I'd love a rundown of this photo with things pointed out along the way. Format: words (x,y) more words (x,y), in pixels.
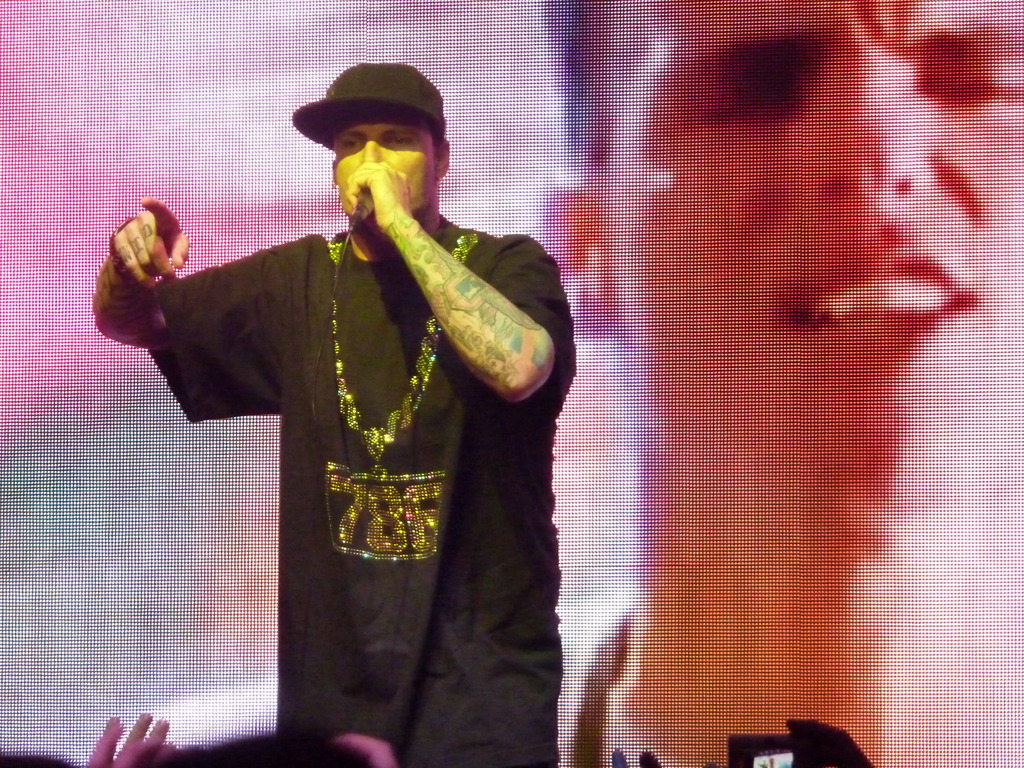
there is a person (367,525) wearing black t shirt (382,671) singing. he is wearing a black hat (349,90).
